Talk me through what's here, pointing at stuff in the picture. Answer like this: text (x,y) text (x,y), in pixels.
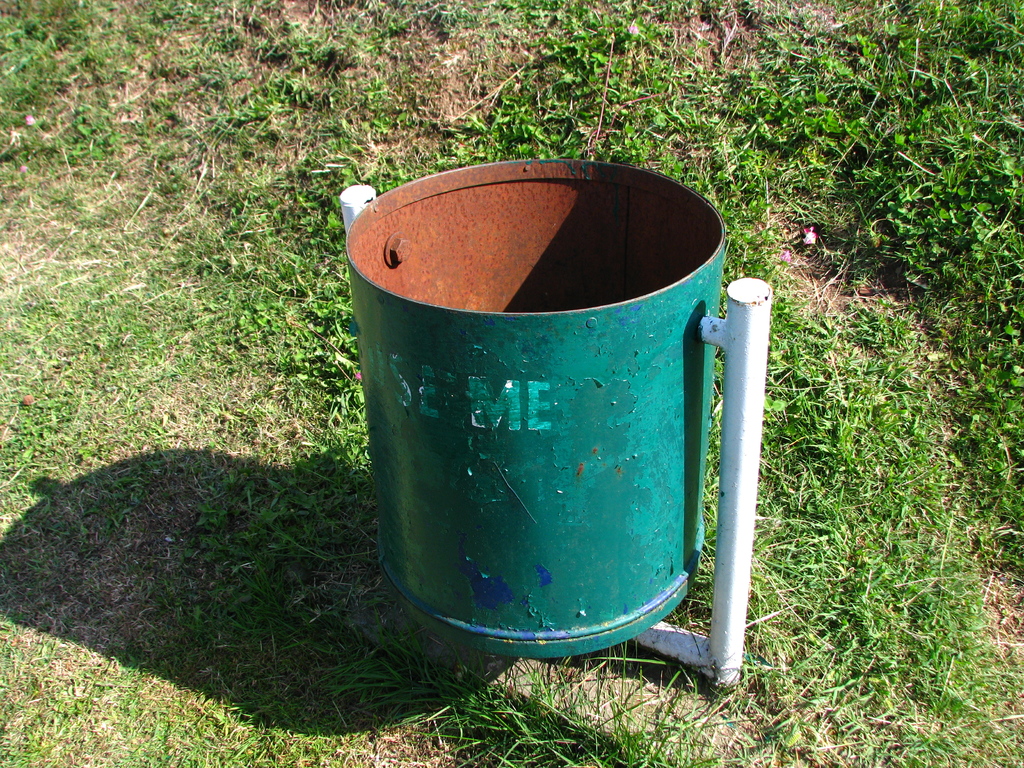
We can see a garbage tin (480,227) in the center of the image (674,297) and there is grassland (967,360).
